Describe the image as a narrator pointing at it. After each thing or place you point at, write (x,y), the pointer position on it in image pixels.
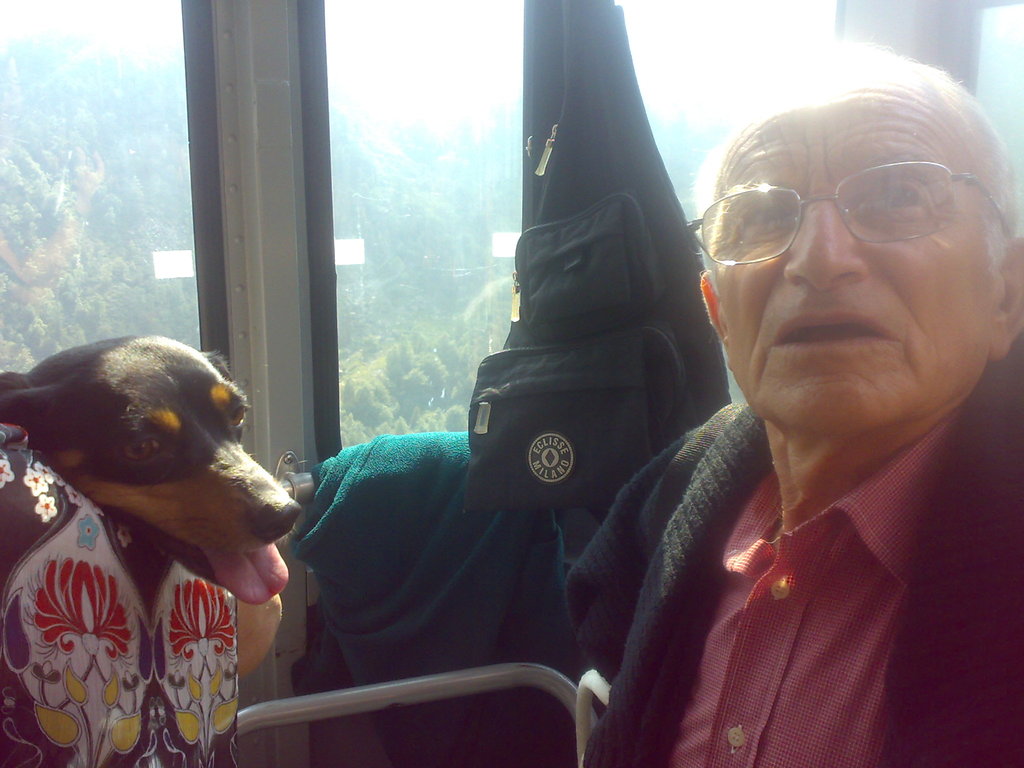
In the image we can see there is a man (871,344) who is wearing a red colour shirt (821,612) and black colour sweater (655,584). Beside him there is a dog (212,533) who is in cream and black colour. In between them there is a black colour bag (557,350) and on the other side of the window (357,162) there are lot of trees (12,275).
